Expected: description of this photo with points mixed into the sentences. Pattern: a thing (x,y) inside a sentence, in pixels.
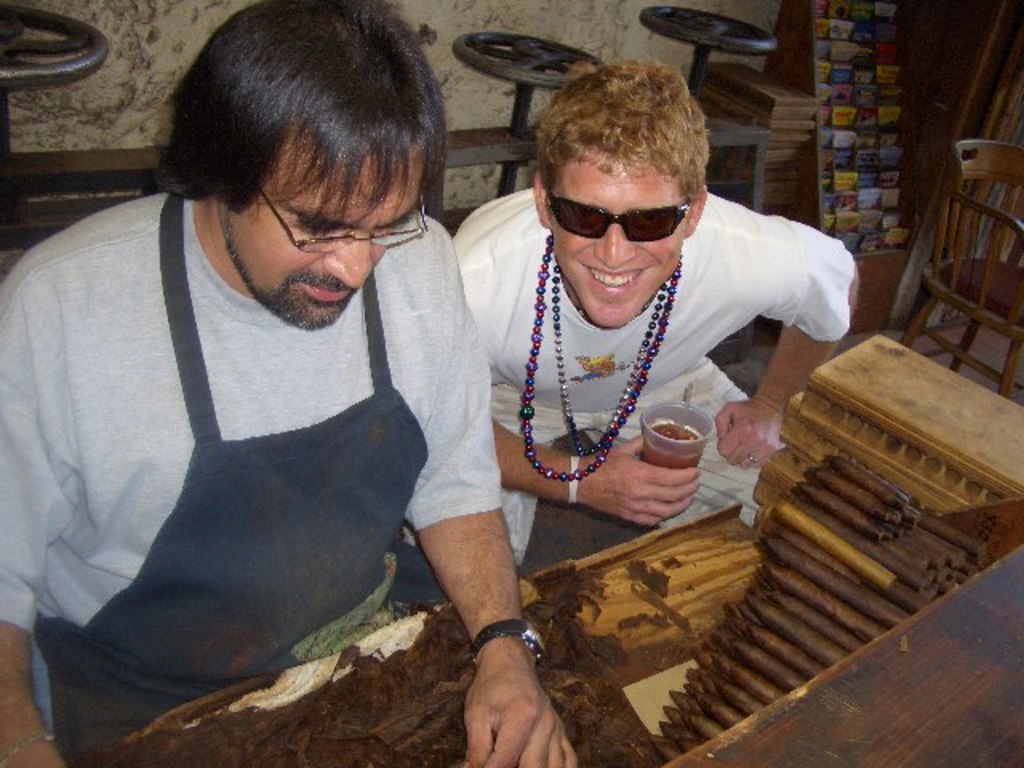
In this image we can see there is one person (183,373) sitting on the left side (176,371) and one more person (509,355) is on the right side (743,303) is wearing white color t shirt (692,293) and holding a glass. There are some objects (755,628) kept on the table (768,724). there is a wall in the background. There is one chair (970,250) on the right side of this image (951,236).
